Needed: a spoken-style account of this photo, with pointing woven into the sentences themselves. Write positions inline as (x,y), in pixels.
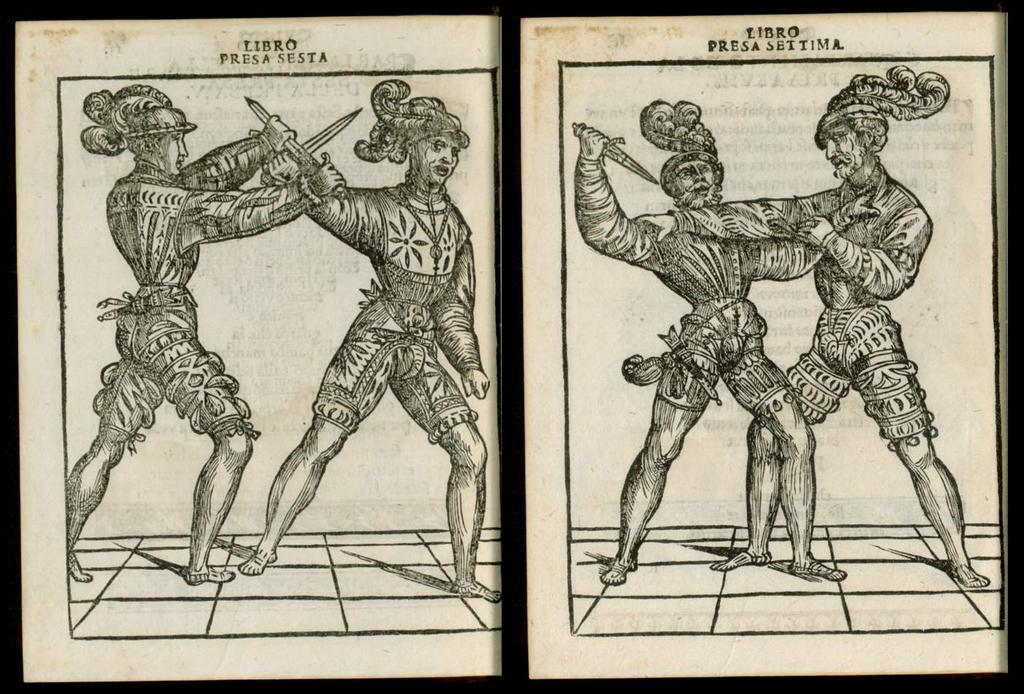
In the image its a photo frame (316,631) and its a black and white cartoonistic image where in the left side of the photo (139,253) there are two men (178,248) who are fighting with a sword (292,156) and on the right side (826,258) there are two men (699,234) fighting with hands (822,222) and on floor (441,606) it is a shadow (954,582) which is seen and on the top of the photo (253,55) it is written "Libro Presa Sesta".
